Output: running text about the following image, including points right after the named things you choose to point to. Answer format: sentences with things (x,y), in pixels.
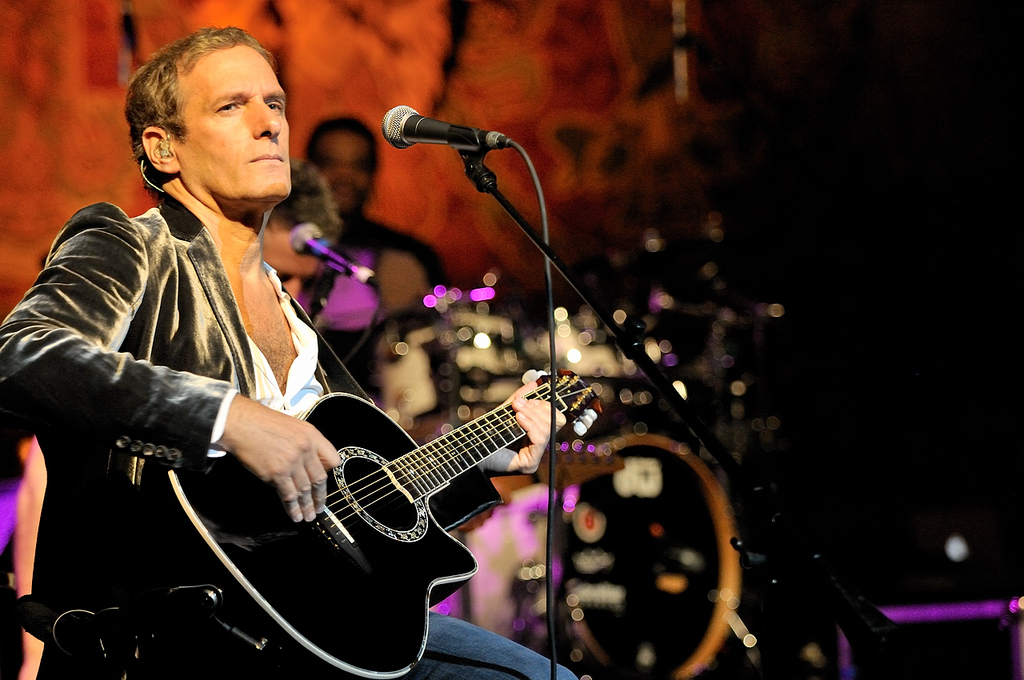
A person (86,369) is sitting and holding a guitar (321,541) and playing. In front of him there is a mic (398,140) and mic stand (559,268). In the background (654,513) there is a drum (654,574), lights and some persons (340,204).
